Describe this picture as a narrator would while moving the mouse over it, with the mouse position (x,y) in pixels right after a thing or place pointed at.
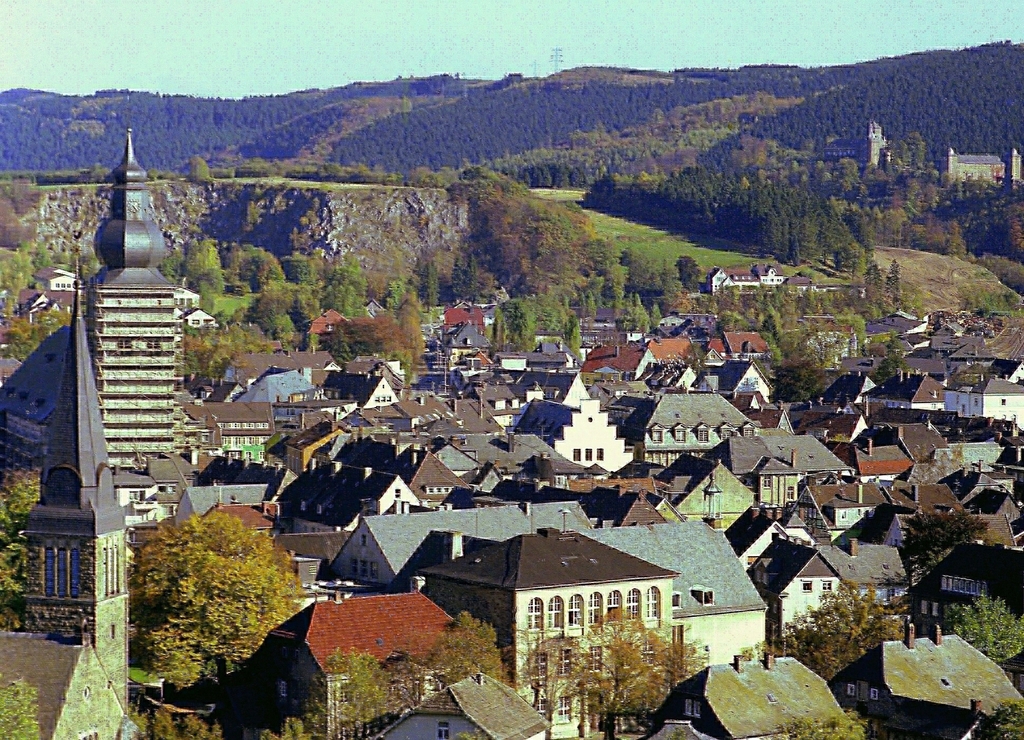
In this image I can see number of trees (664,205) and number of buildings (481,350) in the front (470,507) and in the background (612,360). I can also see the sky (264,55) in the background (440,67).
